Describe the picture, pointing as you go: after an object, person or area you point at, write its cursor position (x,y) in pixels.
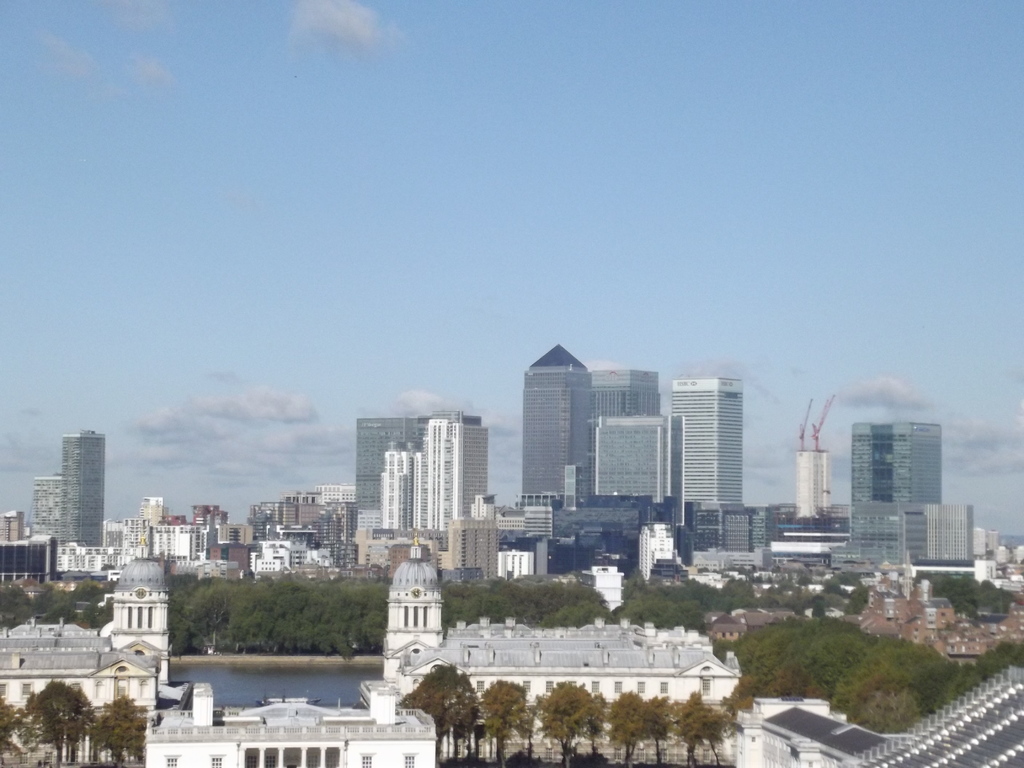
In this image there are buildings (552,553), trees (352,608), river (295,686) and the sky (308,356).
